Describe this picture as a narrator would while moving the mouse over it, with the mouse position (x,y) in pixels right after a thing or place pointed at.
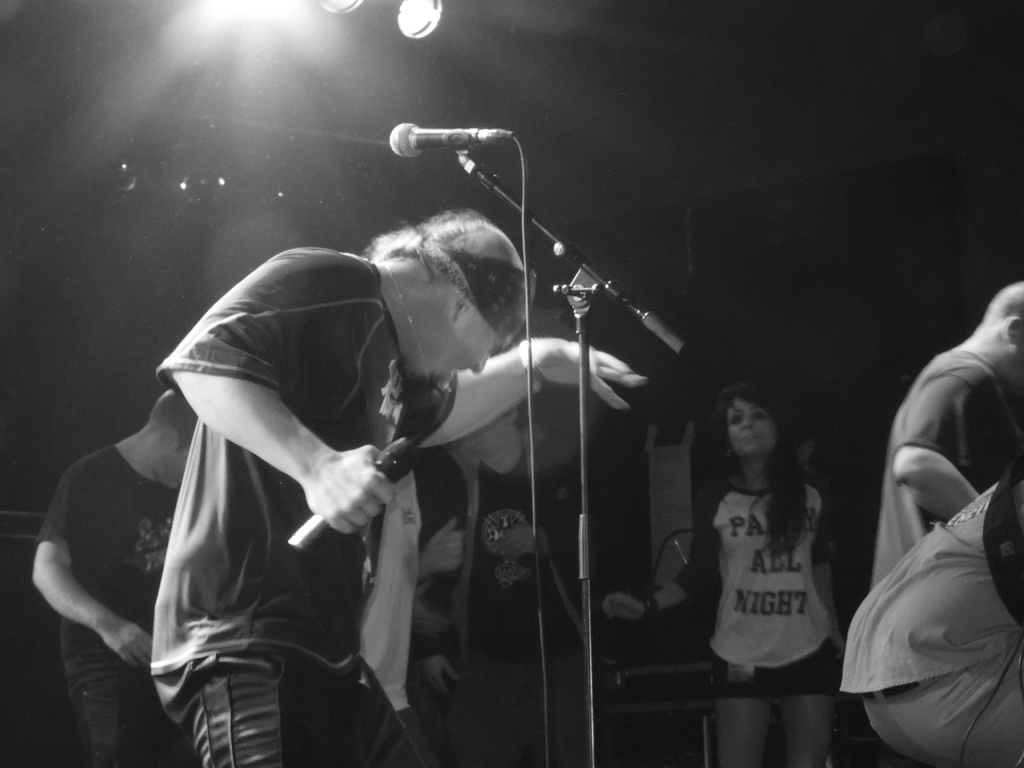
In this image a person (370,494) is holding one mic (402,462). There are few people (550,544) around the person (242,554). In front of him there is a mic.
